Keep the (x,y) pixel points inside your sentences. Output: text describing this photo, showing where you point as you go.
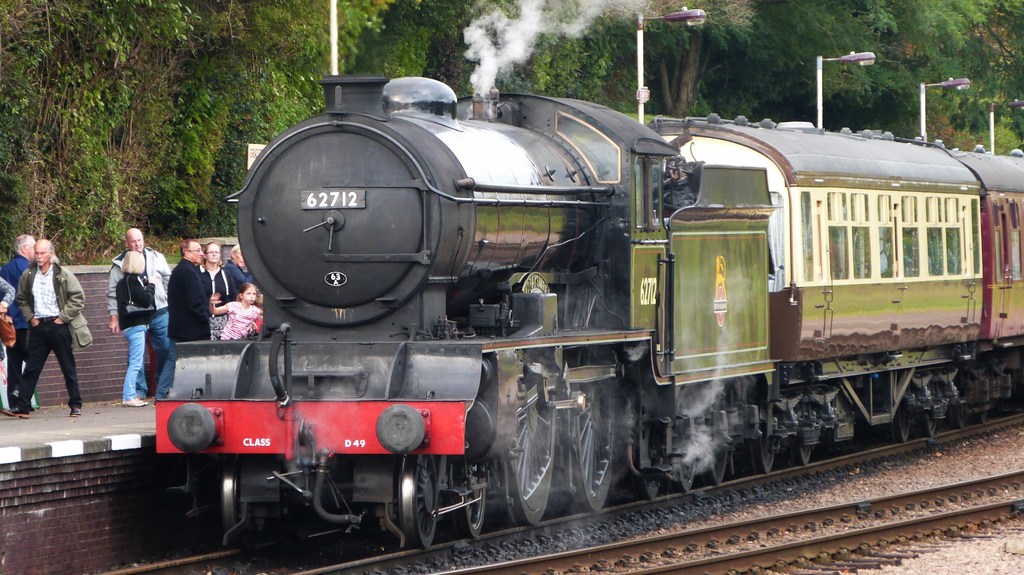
In this image I can see the train (798,397) on the track (656,498). To the side of the train (254,476) I can see the group of people (166,395) with different color dresses (128,348). In the background (57,28) I can see the wall (109,319), poles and many trees (675,75).
